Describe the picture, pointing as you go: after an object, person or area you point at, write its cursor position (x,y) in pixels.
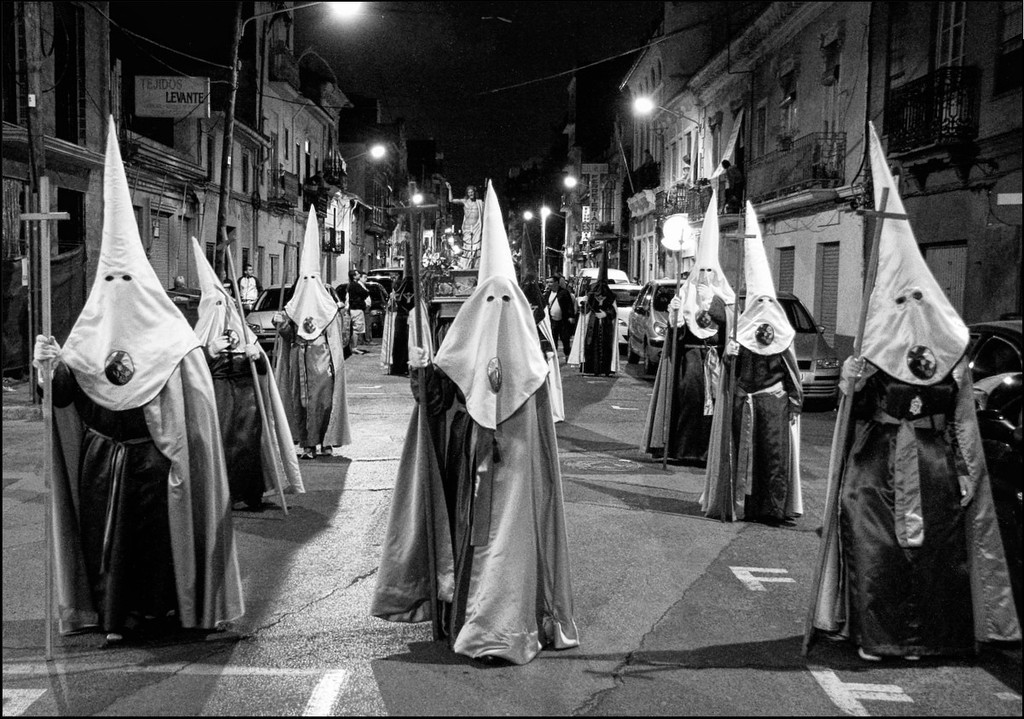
In this image we can see people (434,483) standing. They are all wearing costumes (102,296) and holding sticks (415,256). In the background (406,330) there are people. We can see vehicles (634,352) on the road (637,610), buildings (692,105). There are lights (336,9), poles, wires (589,64) and sky (484,55).
